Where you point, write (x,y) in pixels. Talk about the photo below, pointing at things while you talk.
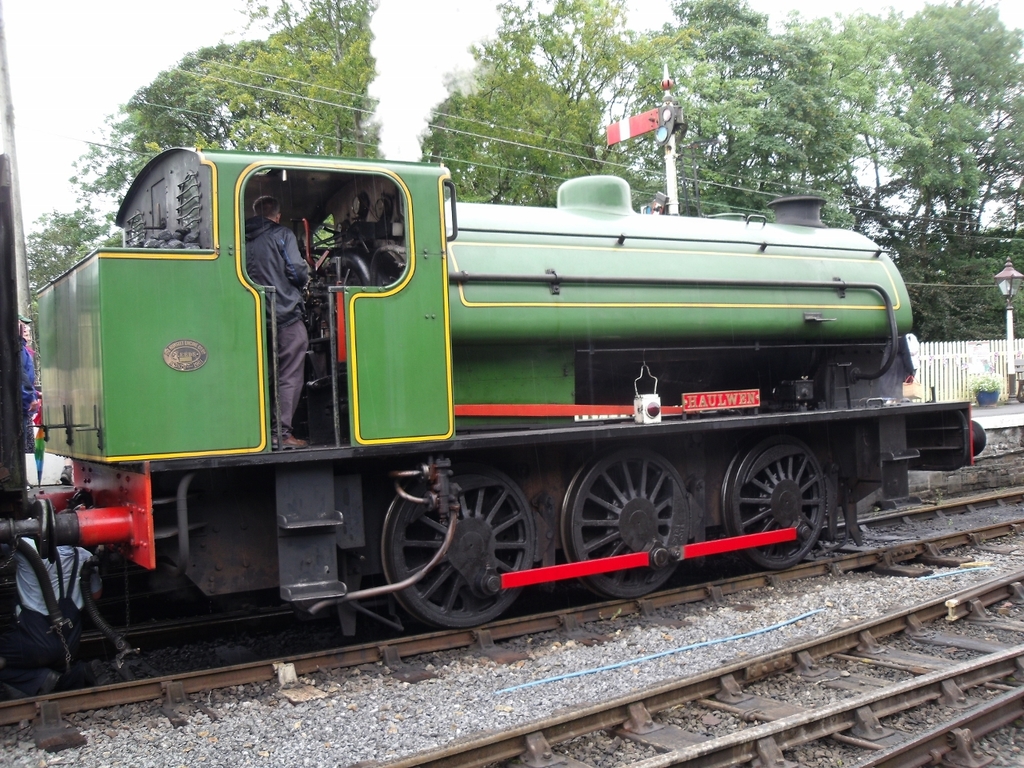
Here we can see a train (218,440) on the railway track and we can see a person (280,321) standing in the train (253,349) and under the train (72,511) we can see a person (54,588) on the track (194,633). In the background (293,117) there are trees (343,148), signal pole (677,108), fence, house plant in a pot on a platform (998,407), electric wires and sky (20,4).
